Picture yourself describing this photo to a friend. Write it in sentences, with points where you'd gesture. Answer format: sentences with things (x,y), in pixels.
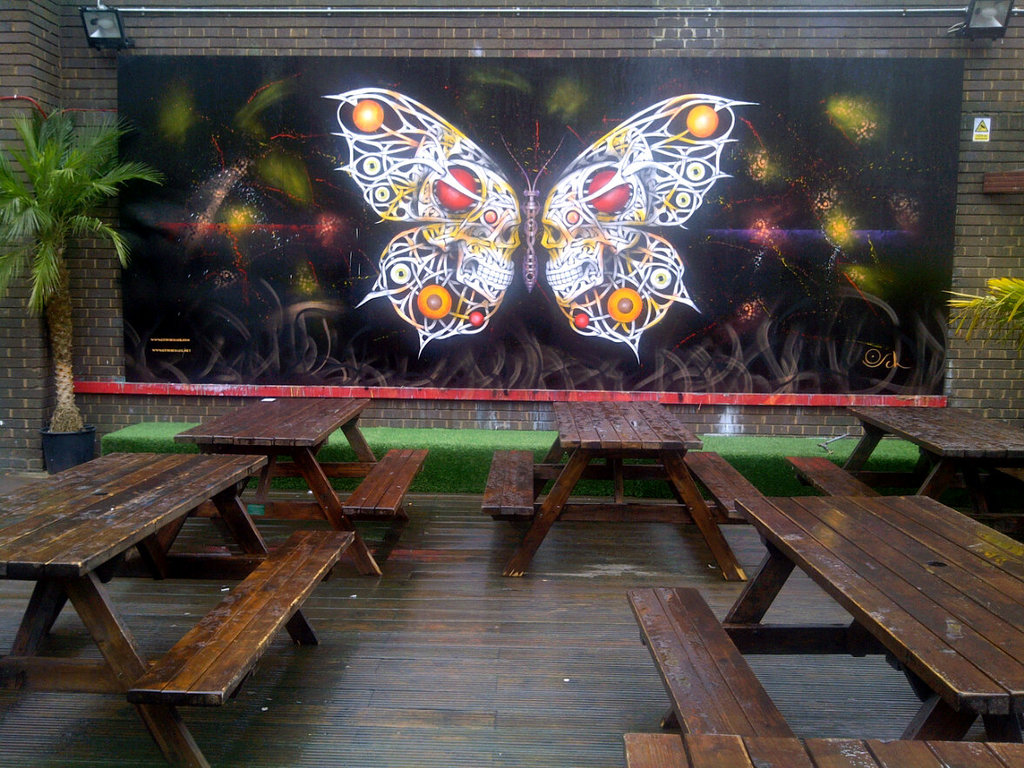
In this image there are benches (488,511), in front of the benches (544,508) on the wall (453,408) there is a butterfly poster (441,202), above the poster (311,91) there are two focus lights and there are two trees (59,246).
